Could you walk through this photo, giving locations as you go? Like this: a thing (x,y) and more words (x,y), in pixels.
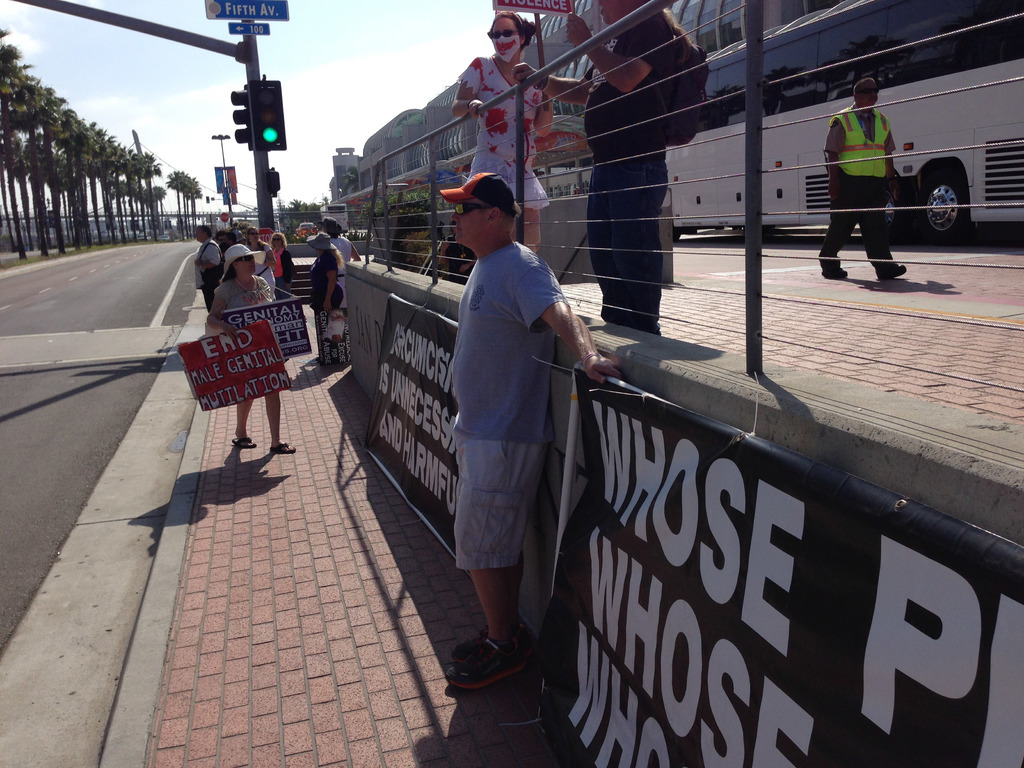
This image is clicked outside. There are trees (87,219) on the left side (32,150). There are so many people (488,460) in the middle (518,379). There is a bus (771,210) on the right side (771,210). There is sky (227,66) at the top (169,111). There is a traffic signal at the top (271,199).
